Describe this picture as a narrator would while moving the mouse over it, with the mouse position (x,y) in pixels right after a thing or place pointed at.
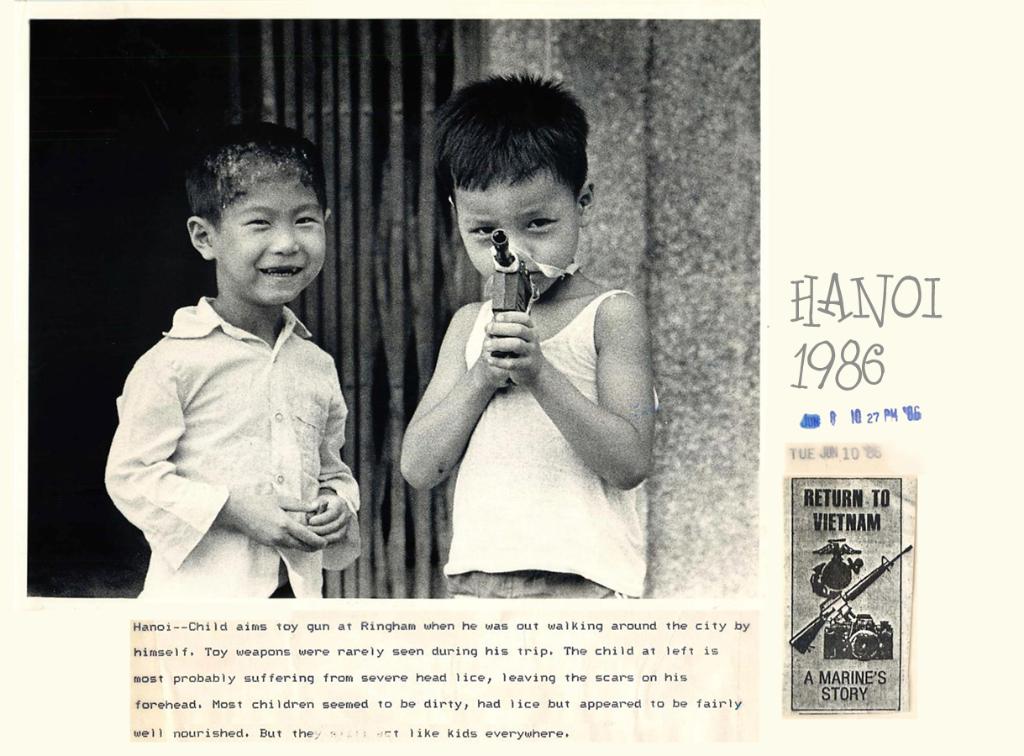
This picture is a black and white image. There are two boys (483,143) standing and holding objects (516,260). There is one wall (688,218), one object (378,342) looks like a gate (361,139), the background (279,64) is dark on the left side of the image (187,217), some text (553,622) on the bottom of the image (509,632), some text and numbers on the right side of the image (858,351). One sticker (794,474) with text (832,525) and images (835,608) on the right side of the image (871,572).
